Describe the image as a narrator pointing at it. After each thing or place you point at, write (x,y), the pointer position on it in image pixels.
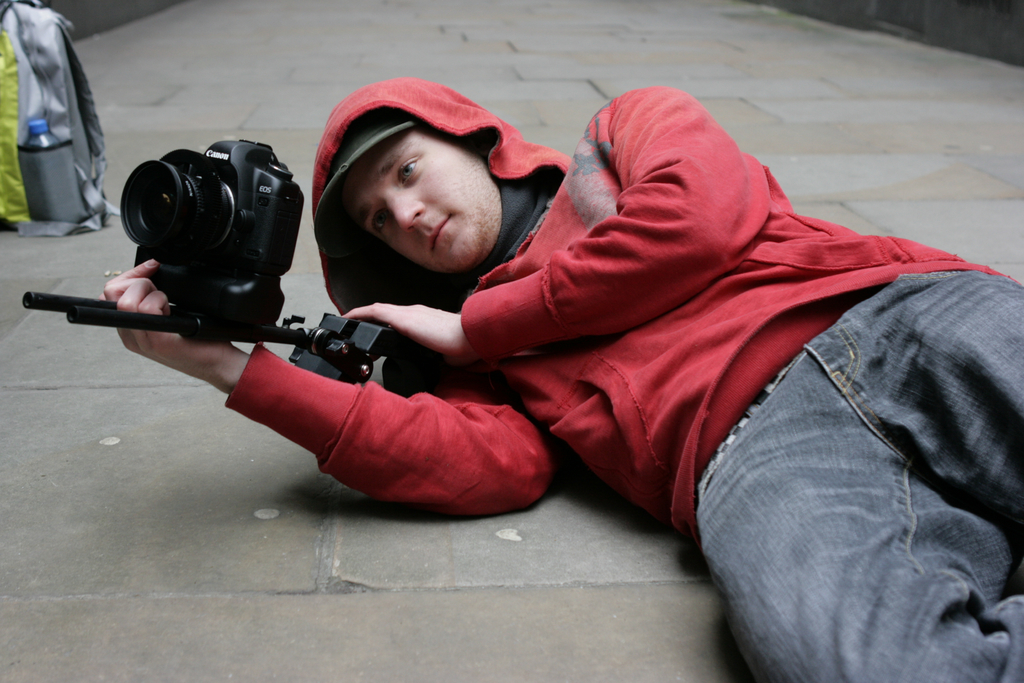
Here is a man (414,226) laying on the cement floor (773,134). He is wearing red color sweater (693,329) and blue jean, he is holding canon camera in his right hand (204,380). Behind the man (250,369) there is a bag (3,129) which is of grey and yellow color, there is a small bottle (42,139) to the side pocket (43,153) of the bag (70,195).
